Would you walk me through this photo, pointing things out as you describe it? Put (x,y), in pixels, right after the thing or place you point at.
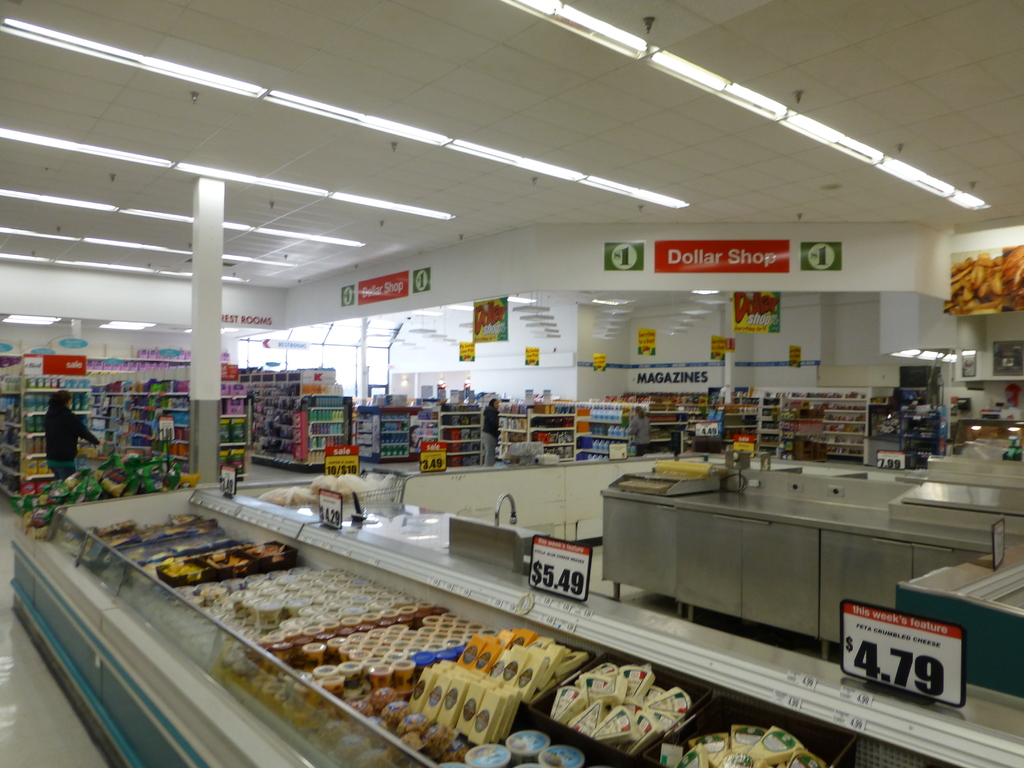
This picture might be taken in a super market (508,635), in this image on the left side (67,441) there is one person (56,446) who is holding a trolley (107,458) and walking. And in the trolley (90,481) there are some objects (121,471), and at the bottom (303,582) there are some food packets (490,687) in a box (766,725) and also there are some boards (917,679). On the boards (917,679) there is text (924,642), in the background (7,369) there are some racks (370,418) and in the racks (844,432) there are some food packets (366,420). And on the right side of the image (746,478) there is a table (715,526), on the table (767,518) there are some objects (681,484). And in the center of the image (666,270) there are some boards (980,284), on the boards (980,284) there is text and also we could see pillars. At the bottom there is floor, and at the top (354,80) there is ceiling (637,141) and some lights (292,187).
